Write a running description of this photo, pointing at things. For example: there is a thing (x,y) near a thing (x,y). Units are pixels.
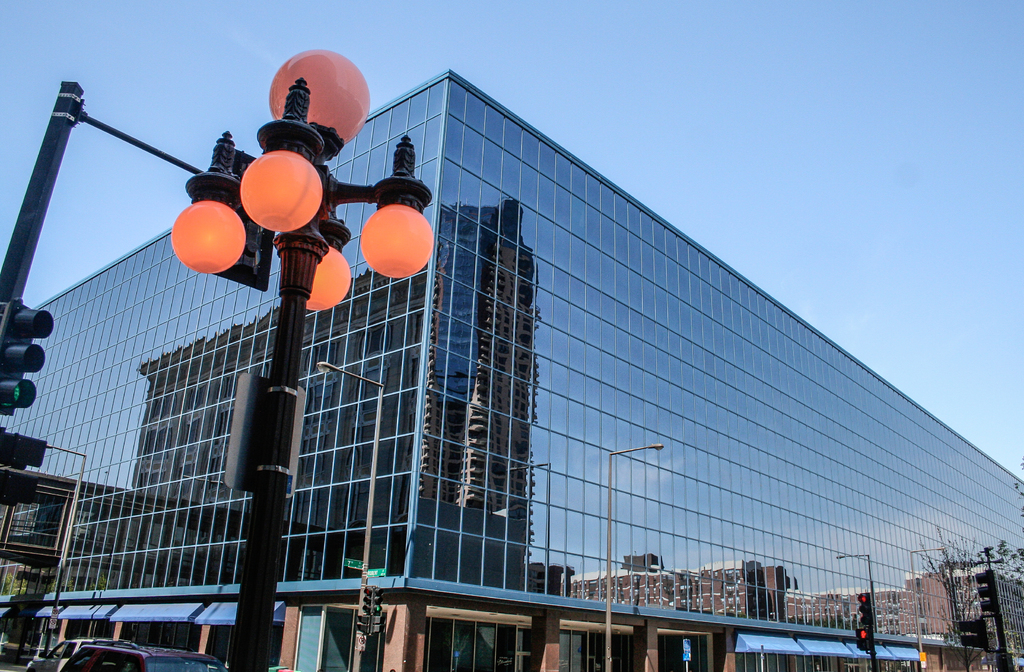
This image is taken outdoors. At the top of the image (353,39) there is a sky (860,151). On the left side of the image (17,372) there is a signal light (26,360) and there is a street light (284,354). Two cars (120,650) are parked on the road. In the middle of the image (588,428) there is a building (564,373) and there are a few street lights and signal lights (969,639). On the right side of the image (965,565) there is a tree (1003,576).
